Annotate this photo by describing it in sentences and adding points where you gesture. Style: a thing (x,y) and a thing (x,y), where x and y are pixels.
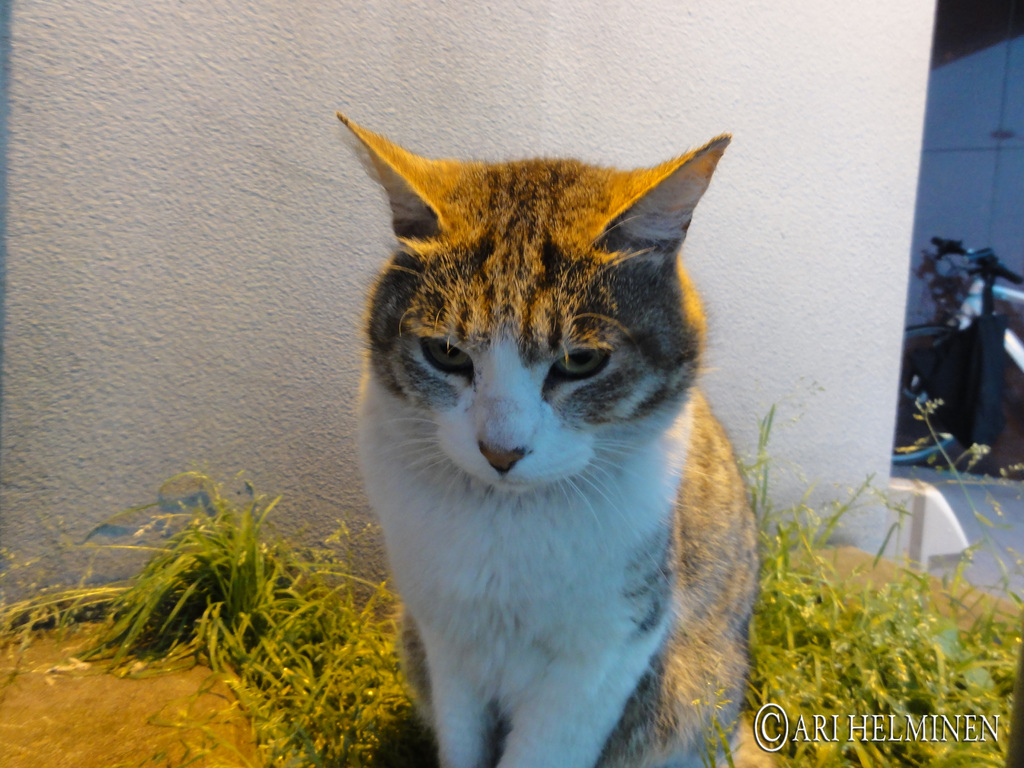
In this picture we can see a cat (673,501), grass (388,655), wall (818,105) and in the background (939,490) we can see an object (906,340) on the ground (1000,523).
